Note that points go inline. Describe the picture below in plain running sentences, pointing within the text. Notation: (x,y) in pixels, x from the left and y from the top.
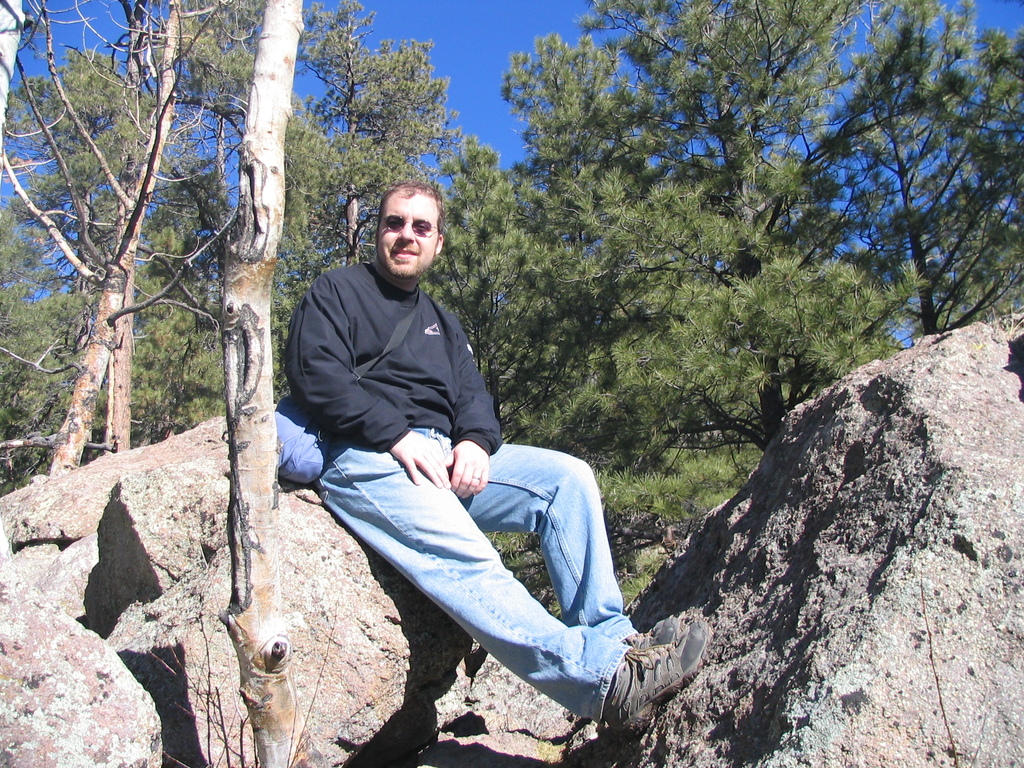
This picture is taken from outside of the city and it is sunny. In this image, in the middle (401,411), we can see a man (433,405) wearing a black color shirt (429,327) and a backpack (287,444) is sitting on the rocks (431,654). On the left side (256,303), we can see a wood pole (271,701). In the background (289,283), we can see some trees (545,266). At the top (479,72), we can see a sky (478,86), at the bottom (825,748), we can see some rocks (309,650) on the land (855,690).
